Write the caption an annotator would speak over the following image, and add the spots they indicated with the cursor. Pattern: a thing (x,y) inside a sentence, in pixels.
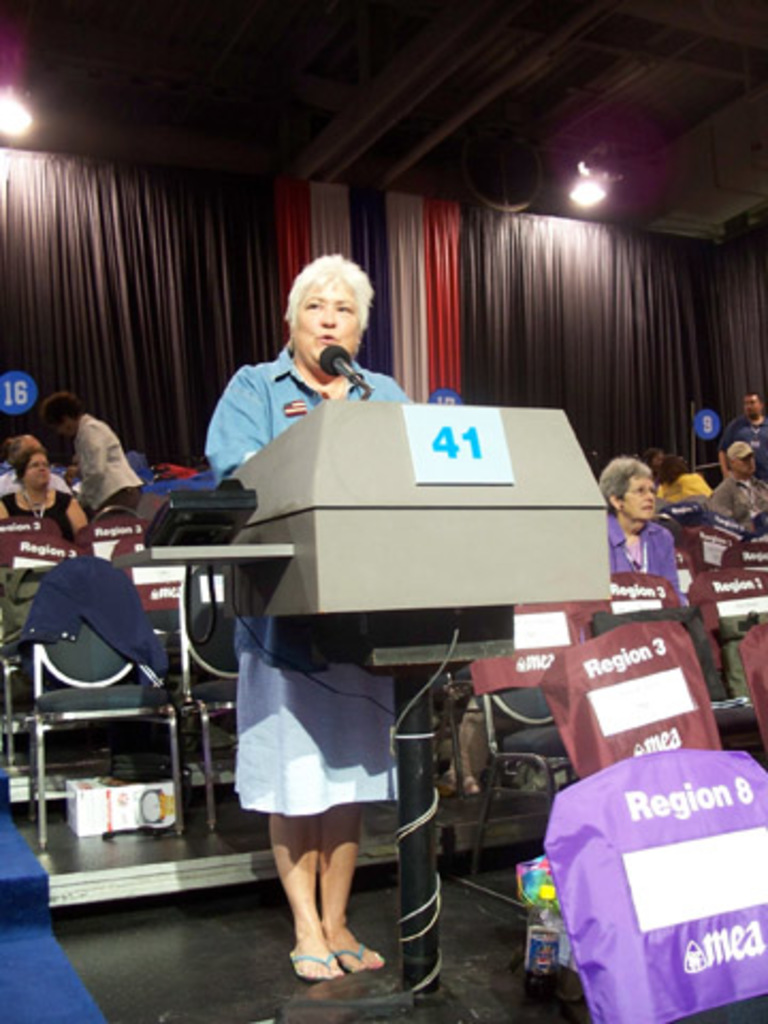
In this image, at the middle (271,396) there is an old woman (261,411), she is standing and she is speaking in the microphone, in the background (670,463) there are some people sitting and there are some curtains (71,157).
